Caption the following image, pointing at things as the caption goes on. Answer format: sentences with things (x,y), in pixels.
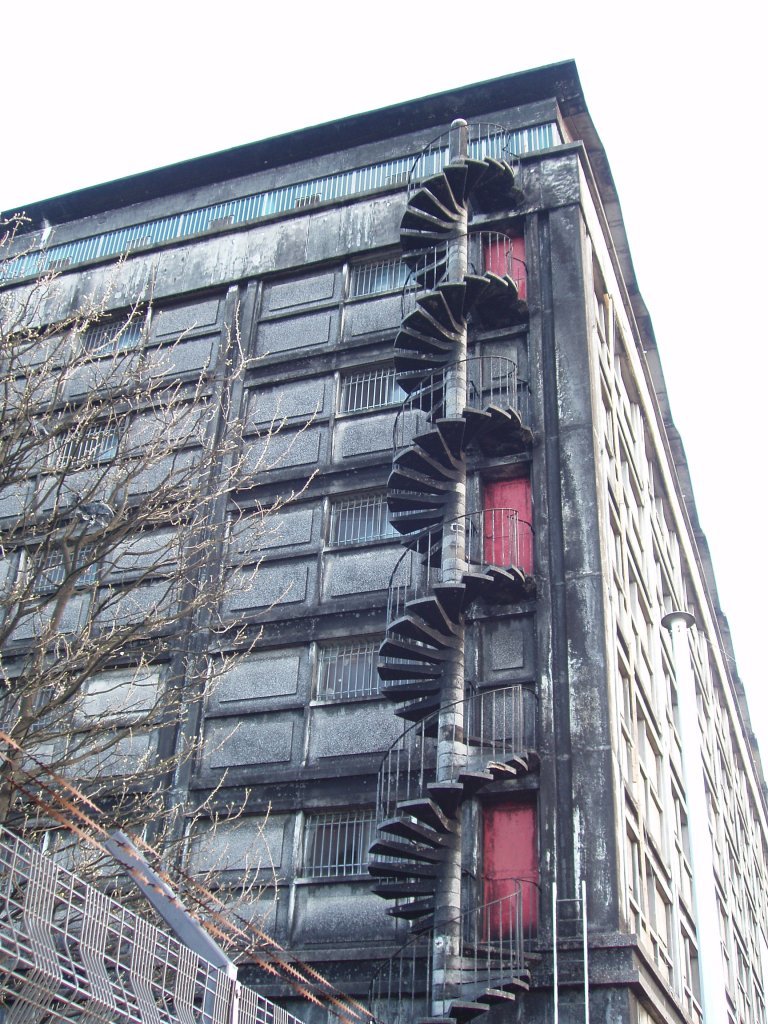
In this image there is the sky (358,88) towards the top of the image (97,80), there is a building (295,405), there are staircase (431,477), there is a tree (102,652) towards the left of the image (112,566), there are objects (154,962) towards the bottom of the image (150,967).
